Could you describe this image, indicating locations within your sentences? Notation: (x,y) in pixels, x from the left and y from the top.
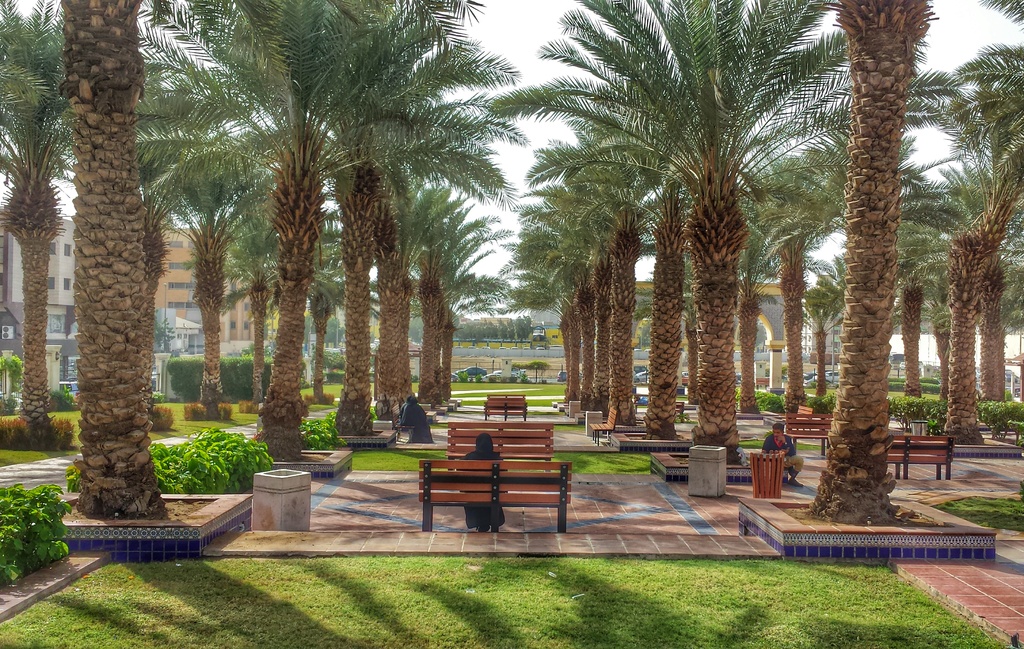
In this image we can see a group of trees (424,278), grass (404,567), plants (253,451), containers (274,473) and some benches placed on the surface (343,514). We can also see some people (475,523) sitting. On the backside (66,345) we can see some buildings (59,326) with windows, some vehicles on the surface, poles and the sky (504,156) which looks cloudy.
